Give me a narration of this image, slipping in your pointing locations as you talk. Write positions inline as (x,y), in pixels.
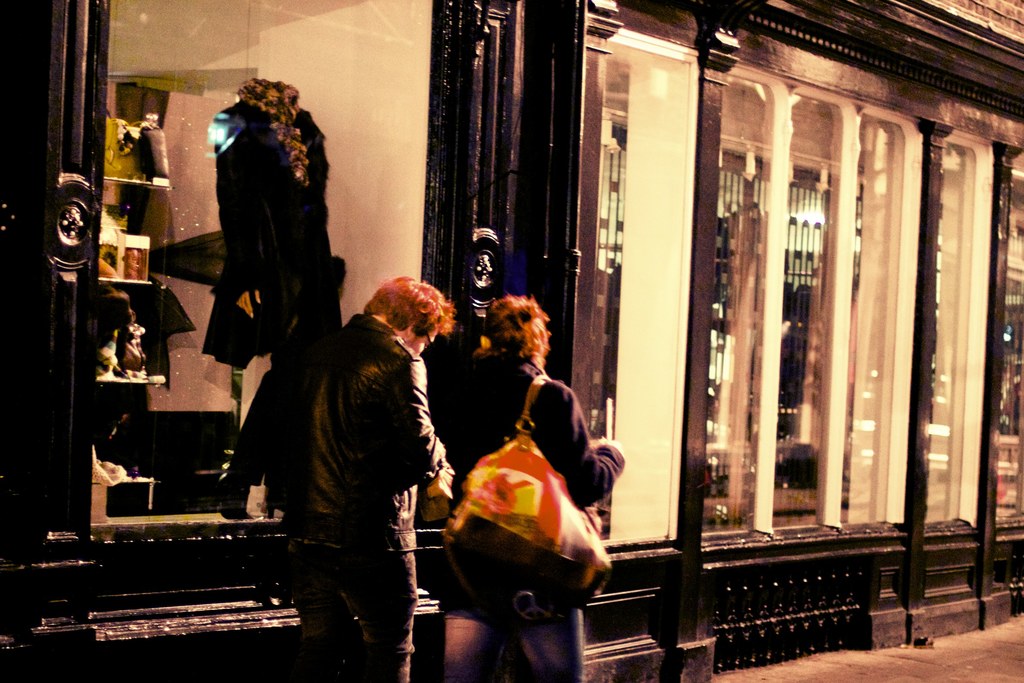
In this image there are people (526,625) walking on a pavement (959,657), in the background (184,475) there is a building (13,49).
